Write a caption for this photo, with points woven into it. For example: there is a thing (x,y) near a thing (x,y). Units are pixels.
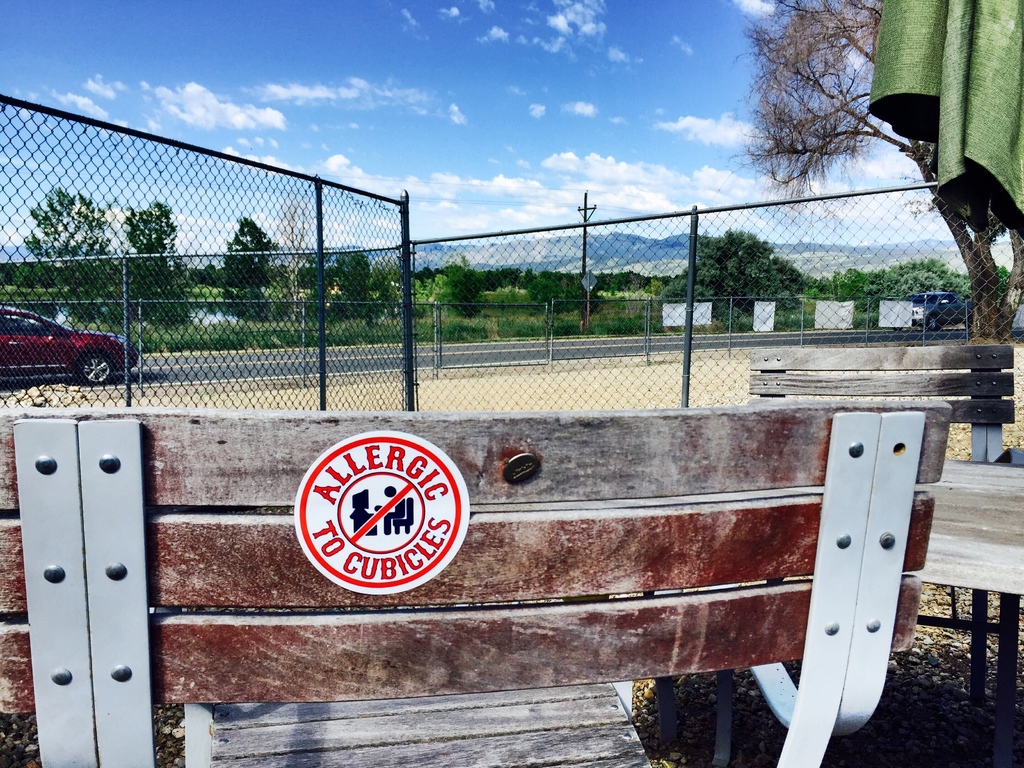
This Picture describe about the view of the garden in which wooden bench (710,607) is placed, In front (288,324) we can see a grill fencing (213,364) and a red car (41,369) passing on the road (153,371), Behind we can see many trees (570,284) and a cloudy sky (601,159) on the top (566,139).
